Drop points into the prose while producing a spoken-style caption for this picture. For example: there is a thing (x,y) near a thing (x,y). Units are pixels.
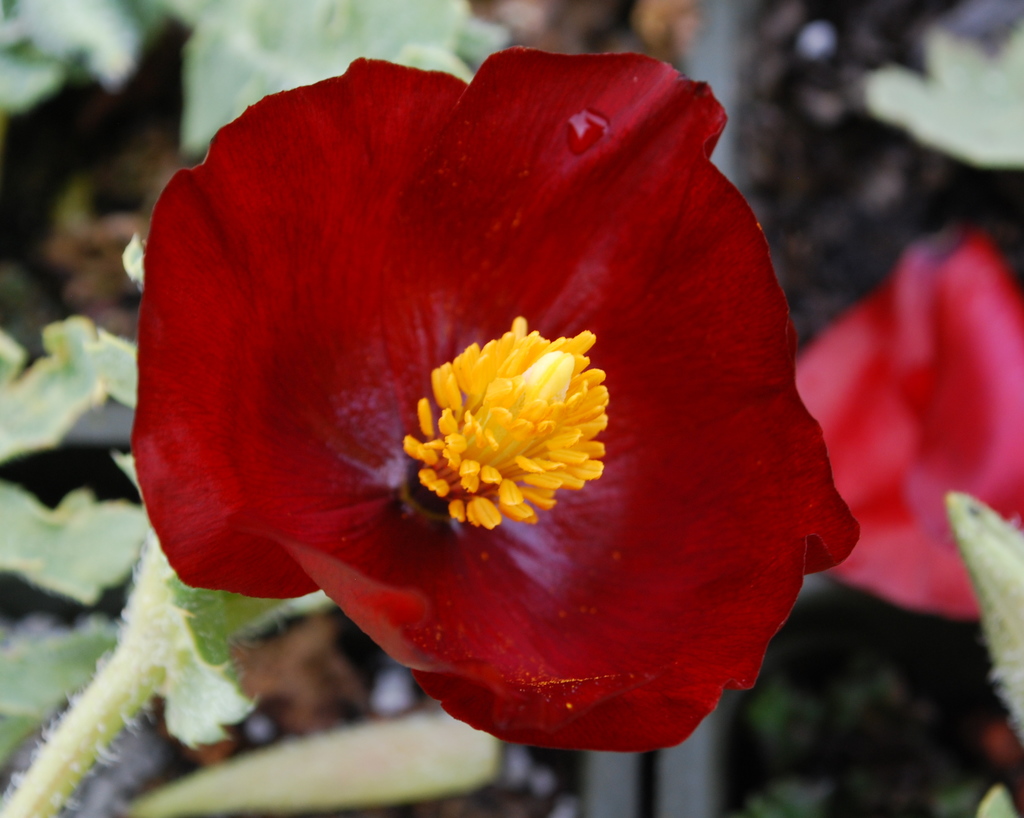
In this image, we can see a red flower (491,449) with plant (284,611). Here we can see a water drop (580,137). Right side of the image (909,414), we can see some object (909,390), few leaves (985,562), ground (805,213).
